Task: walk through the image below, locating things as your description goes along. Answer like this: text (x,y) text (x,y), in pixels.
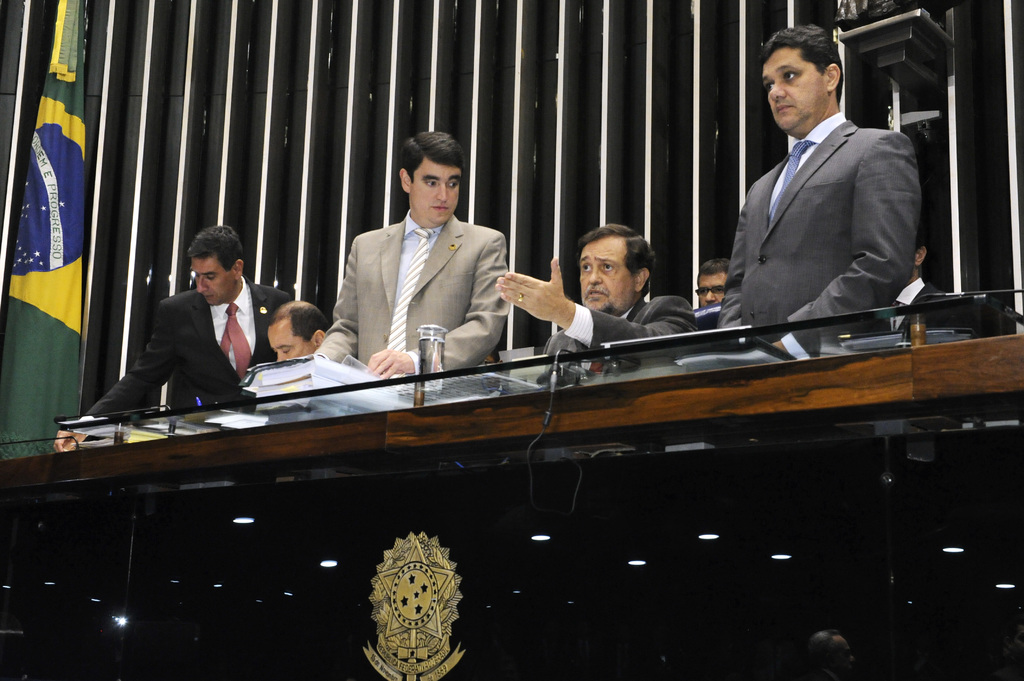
In this image we can see few people (625,294) sitting. We can see people (456,352) standing. There are few objects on the glass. There is a flag (63,238) at the left side of the image (65,252). There are few lights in the image. There is a logo (434,600) at the bottom of the image (417,617).
